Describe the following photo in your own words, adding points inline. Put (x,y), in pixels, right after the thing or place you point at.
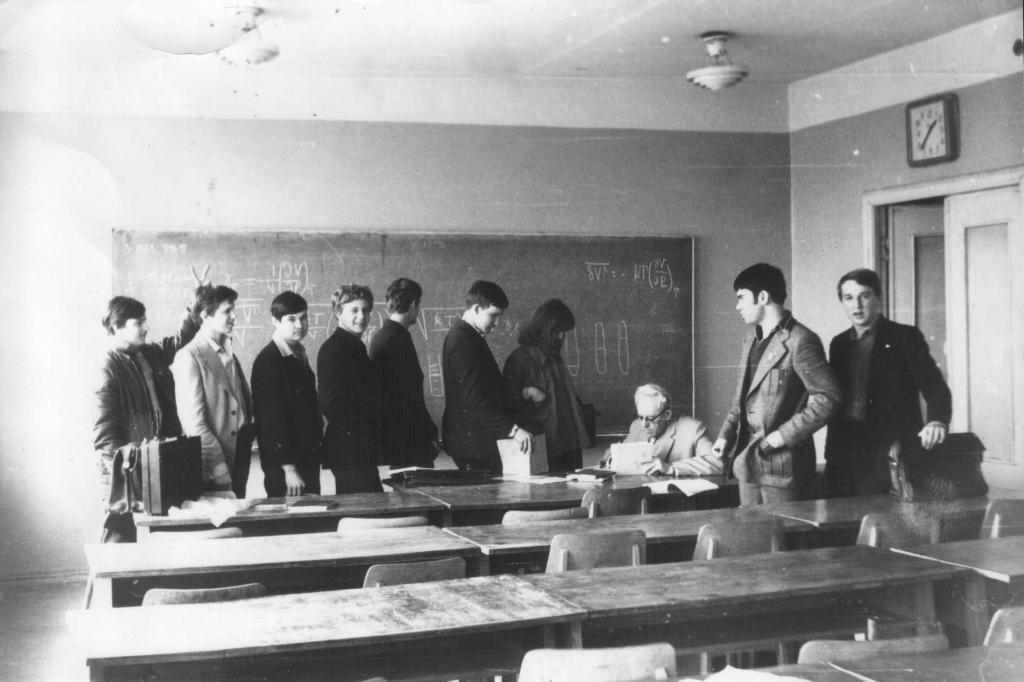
It is a black and white image of a classroom (712,387), the professor (680,436) is sitting in front of the table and the students (348,422) are standing around him behind the students (802,371) there is a board (235,235) attached to the wall (753,248) and in the right side (960,238) there is a door (967,335) and above the door (989,360) there is a clock (934,126).
